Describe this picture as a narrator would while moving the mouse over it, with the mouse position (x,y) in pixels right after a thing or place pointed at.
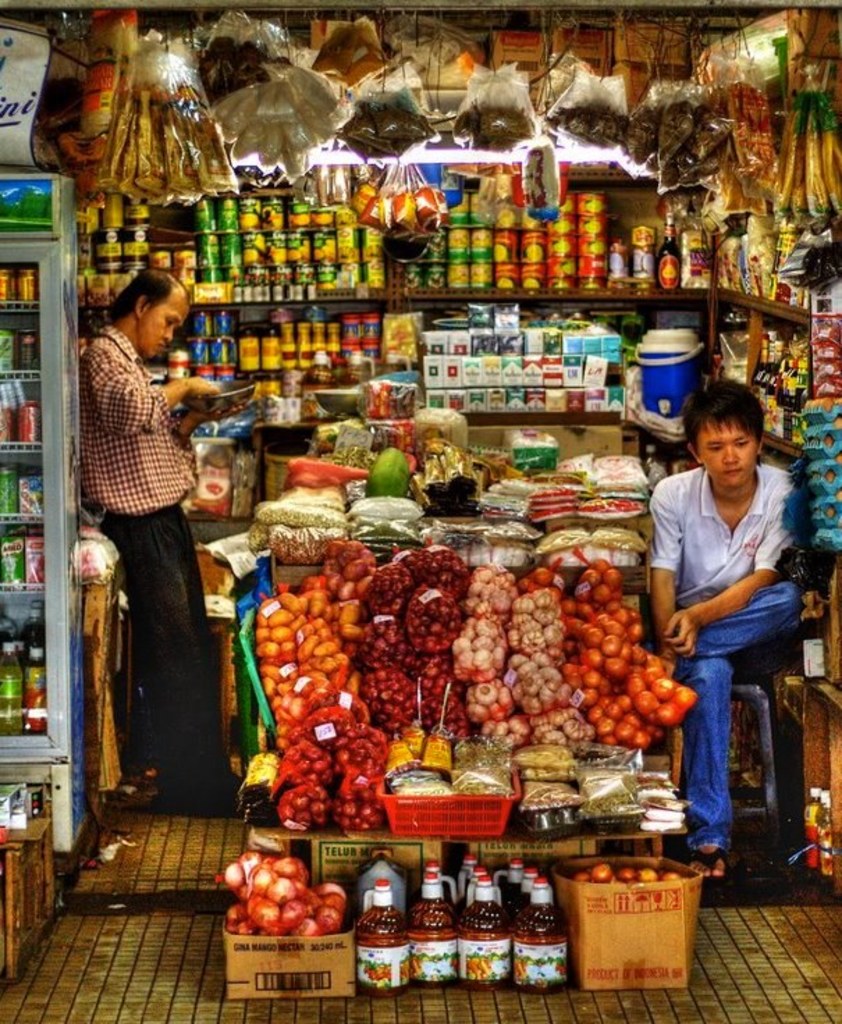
In the foreground of this image (673,889), there are many objects (380,496) in the shop (441,854), few beverages (9,357) in the fridge (42,424), few items (372,131) hanging on the top (667,137), a man (755,566) sitting on the stool (763,731), a man (150,506) standing.
